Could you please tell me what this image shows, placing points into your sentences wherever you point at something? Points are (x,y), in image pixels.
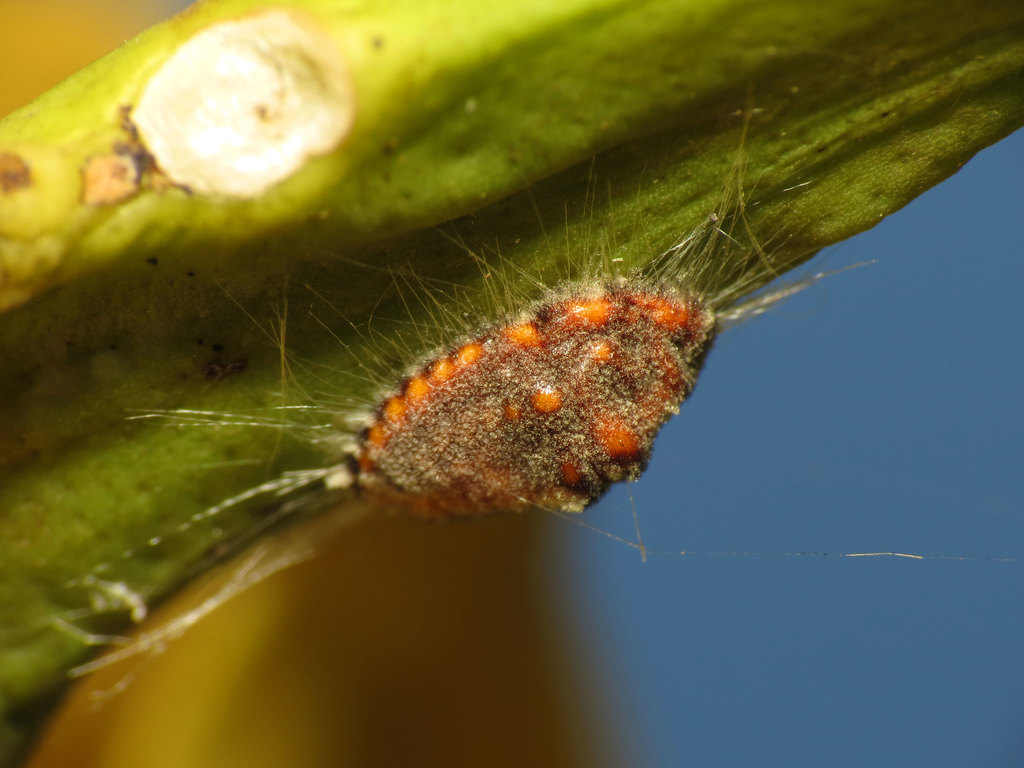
In this image I can see an insect (513,440) which is in orange and brown color and the insect (513,454) is on the green color object (522,249) and I can see blue color background (798,507).
